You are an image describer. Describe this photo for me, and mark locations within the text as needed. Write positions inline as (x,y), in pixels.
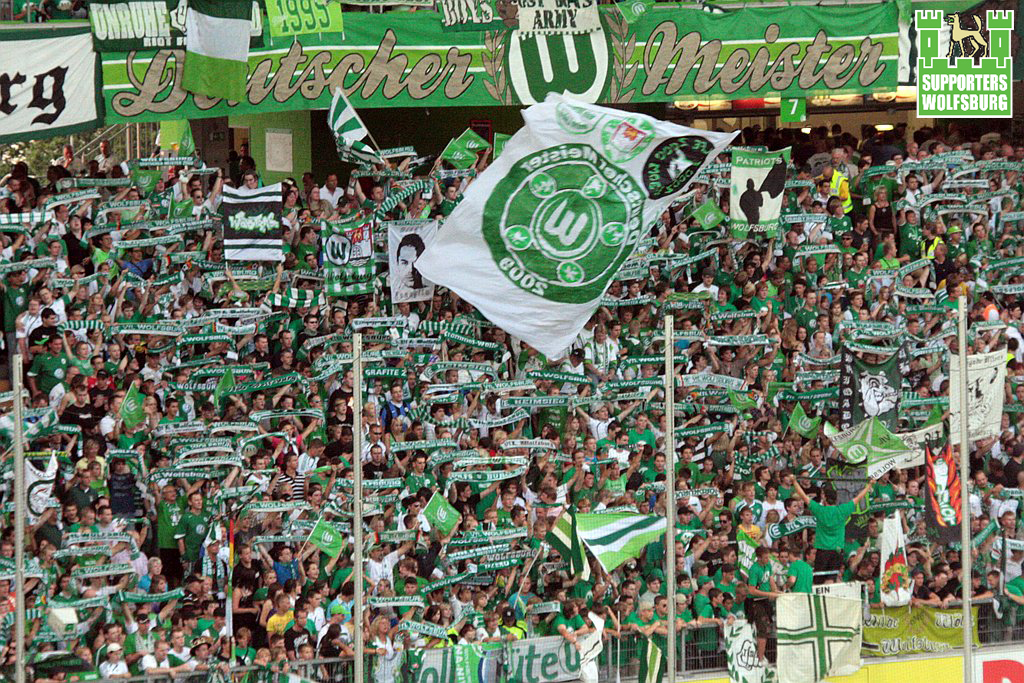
This picture describes about group of people (625,436), few people (377,459) holding flags (582,567), in the background (792,120) we can see few hoardings (871,90) and lights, in front of them we can see few metal rods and fence (715,626).
